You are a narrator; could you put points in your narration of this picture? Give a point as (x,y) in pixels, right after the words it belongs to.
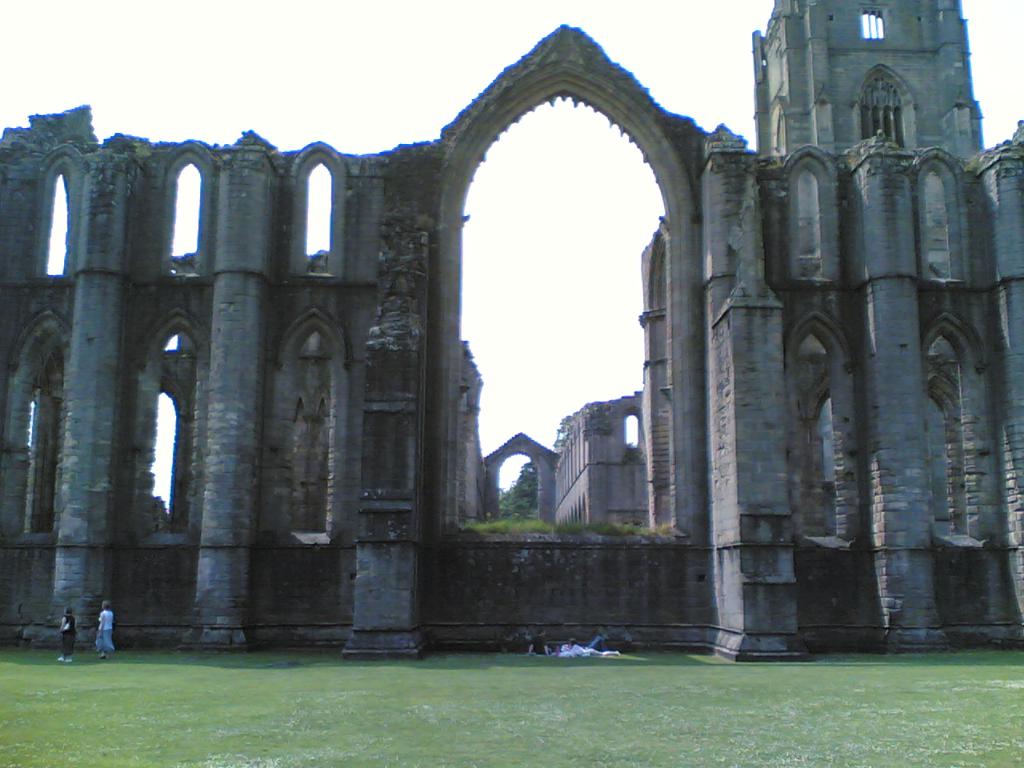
In this image there is a castle (78,466). In the foreground (185,717) there is a ground (715,734). There are few people (103,618) walking over here. On the ground (1004,723) few people (551,651) are sitting. The sky (235,47) is clear.
